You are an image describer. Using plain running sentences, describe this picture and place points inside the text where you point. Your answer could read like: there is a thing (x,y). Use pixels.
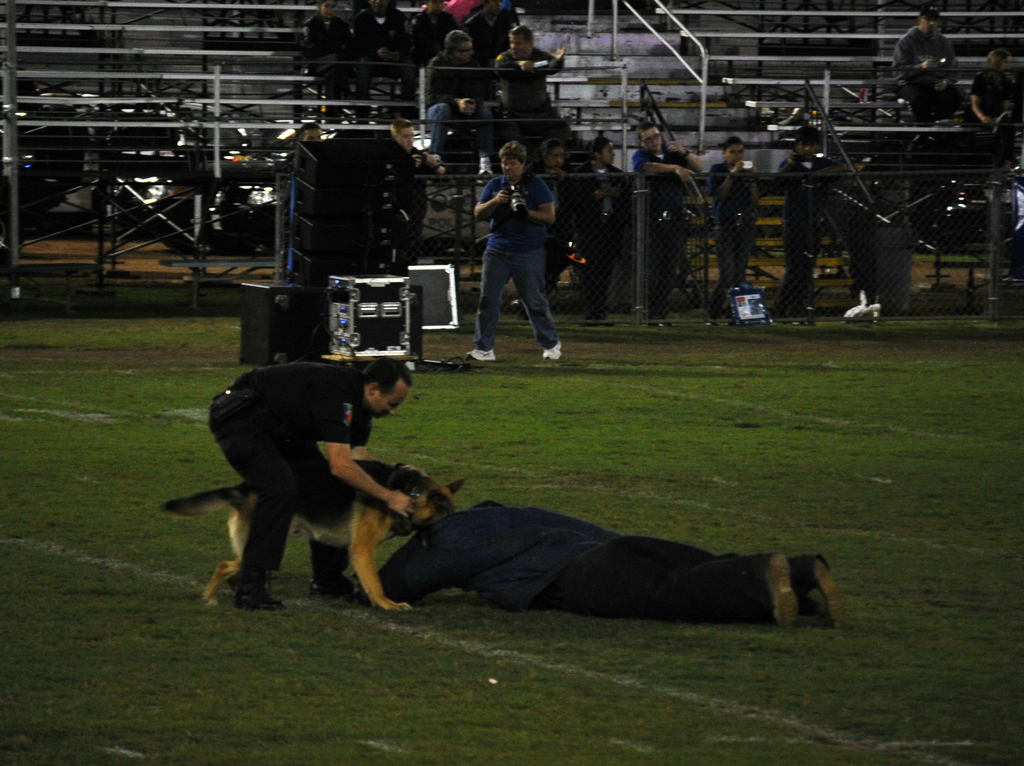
This picture describes group of people (803,191) and a man (665,559) laying down in the ground (745,633) and the dog (364,512) sniffing him and we can see some objects (331,231) in the ground (696,521).
